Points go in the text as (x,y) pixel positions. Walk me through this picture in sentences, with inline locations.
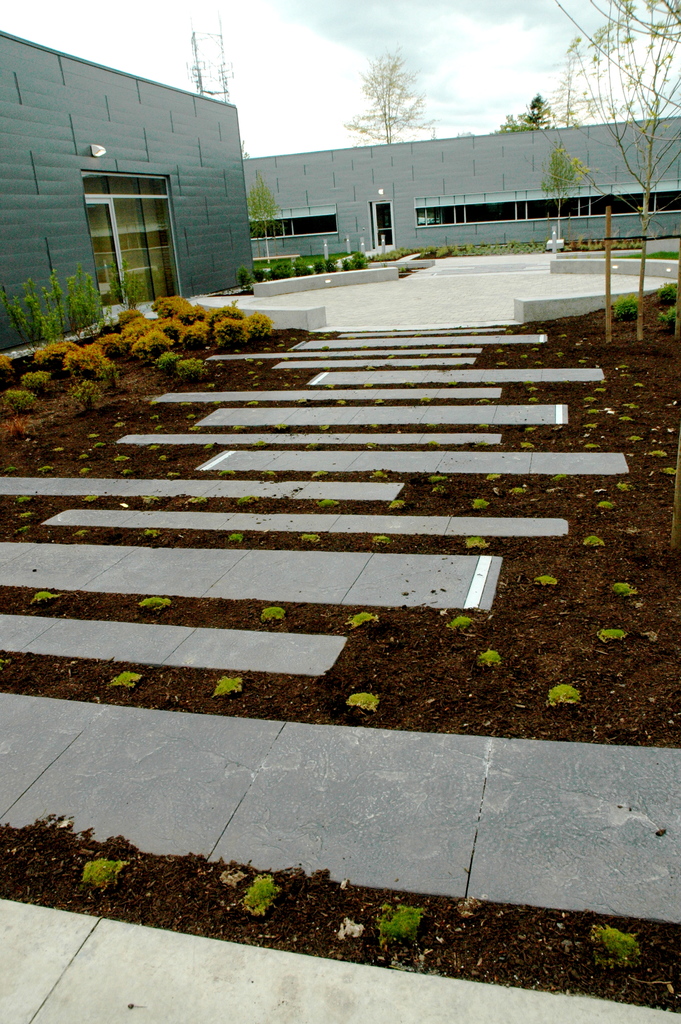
In this picture there is way (391,494) in the center of the image (270,641) and there are plants (134,340) in the image, it seems to be there are walls (345,211) in the image and there are trees (380,139) in the image.
